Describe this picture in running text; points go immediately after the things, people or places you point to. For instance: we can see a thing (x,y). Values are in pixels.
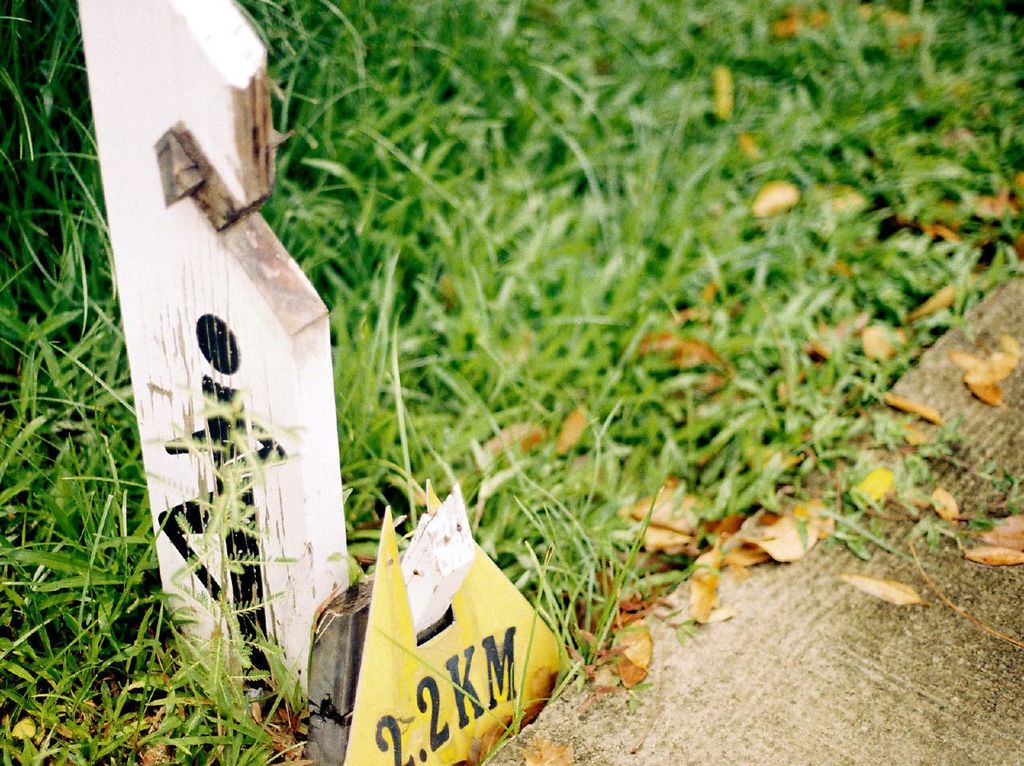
In this image there is some painting (229,363) on the wooden plank (231,384) which is on the land (21,754) having some grass (147,528) and few dried leaves (540,436). Beside there is some text (426,707) on an object (391,686). Right bottom there is a floor (858,643).
